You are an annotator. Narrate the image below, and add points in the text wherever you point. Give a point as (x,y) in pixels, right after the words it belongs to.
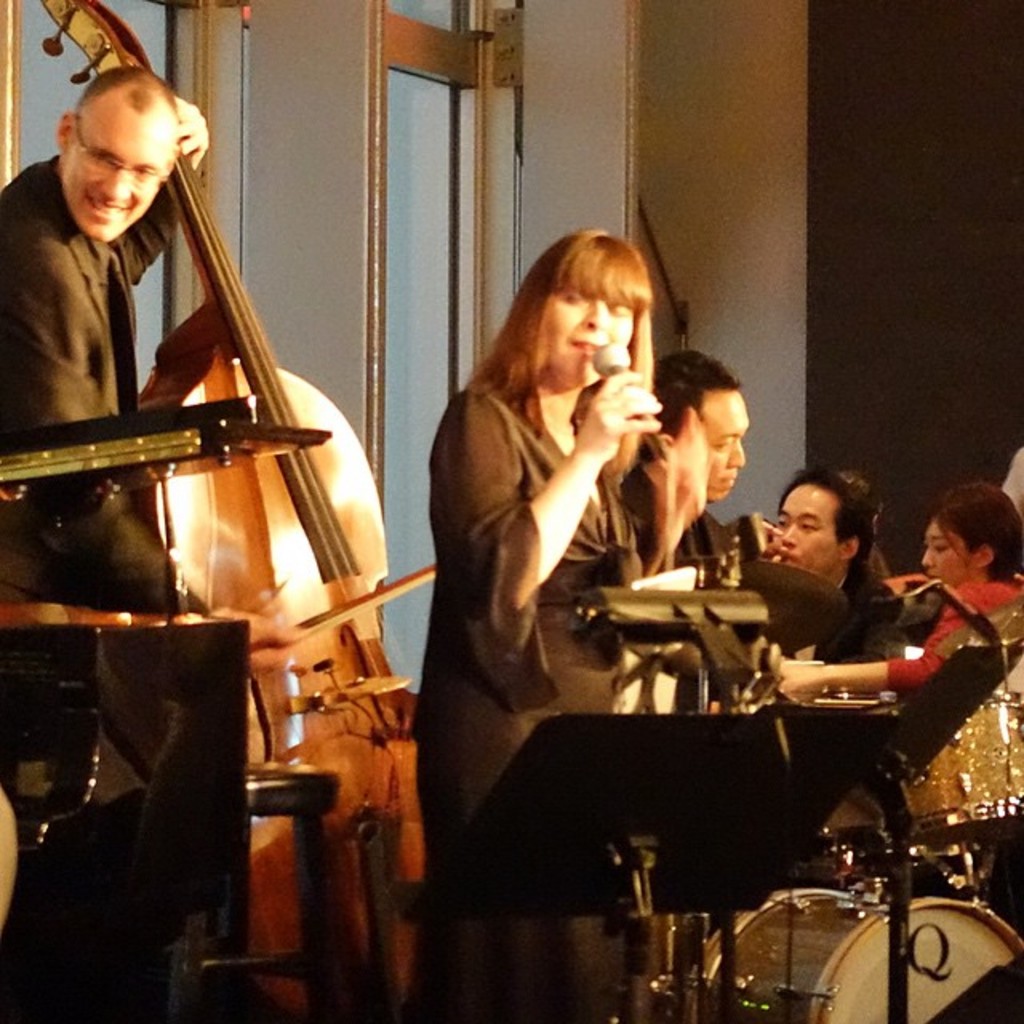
In this image, we can see some people (855,649) sitting, there is a man (28,330) and a woman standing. There are some musical instruments (221,835). We can see the wall (275,39) and windows (402,174).
